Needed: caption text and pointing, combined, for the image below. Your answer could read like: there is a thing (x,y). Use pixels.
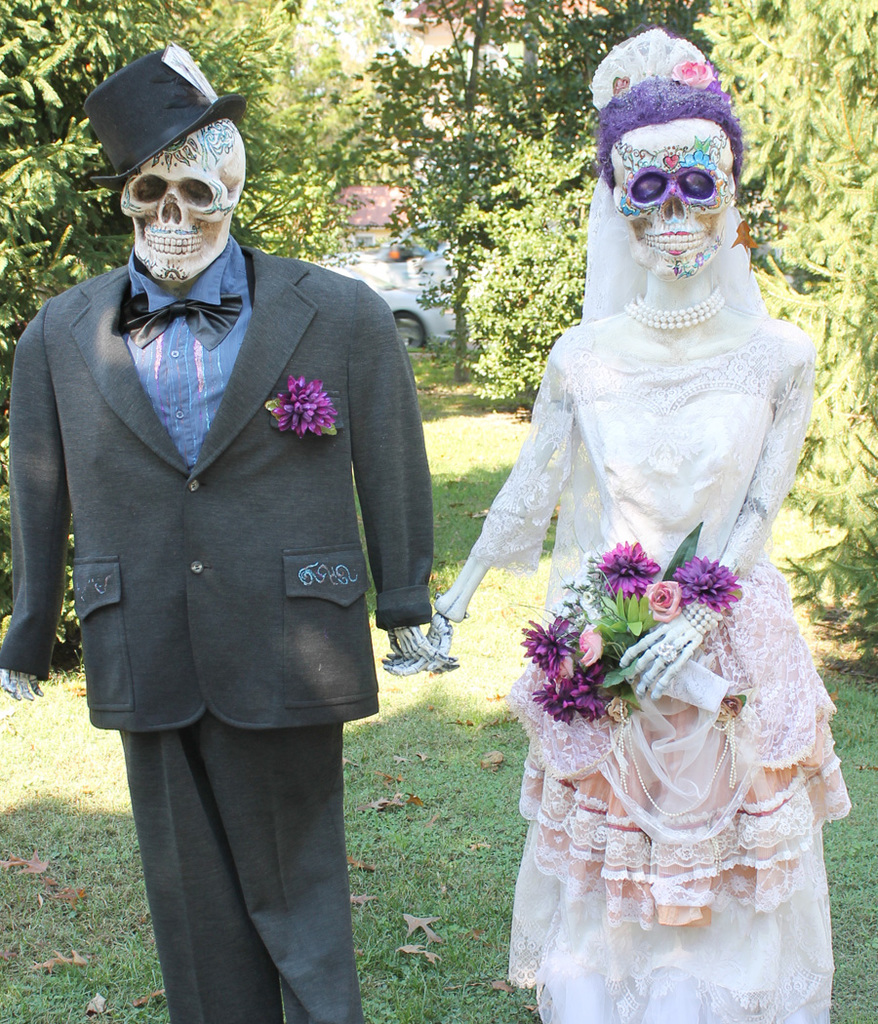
In this image, we can see clothes (258,656) on the skeletons (589,759). Here we can see flowers (321,419), veil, hat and flower bouquet (617,642). Background (94,205) we can see grass (442,850), trees (815,456) and vehicle (384,289).
